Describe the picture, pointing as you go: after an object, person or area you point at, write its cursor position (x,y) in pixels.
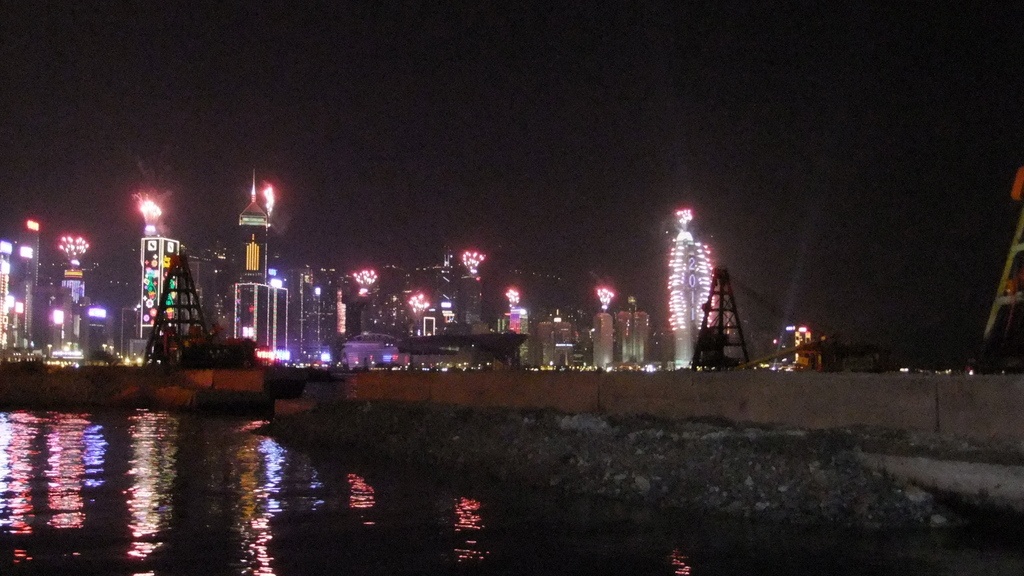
In this image I can see the water (185,494), a wall (285,407), few buildings (575,345), few towers (727,275) and few lights (520,314). In the background (659,118) I can see the dark sky (573,116).
